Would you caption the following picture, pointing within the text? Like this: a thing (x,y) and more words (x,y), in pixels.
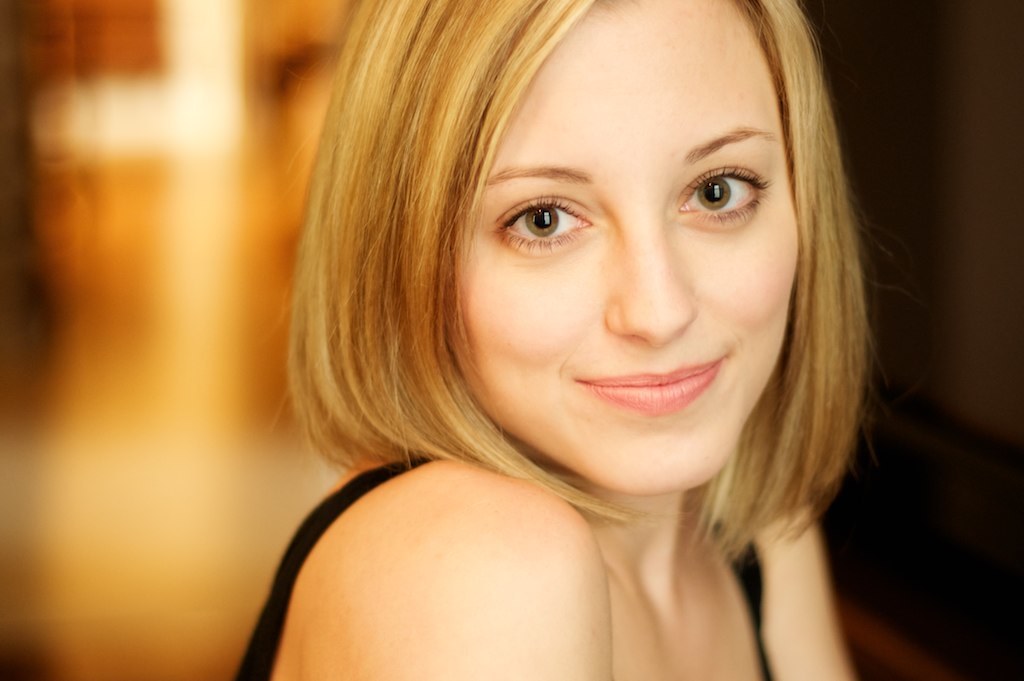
Here we can see a woman (571,316) and in the background (136,202) the image is blur.
